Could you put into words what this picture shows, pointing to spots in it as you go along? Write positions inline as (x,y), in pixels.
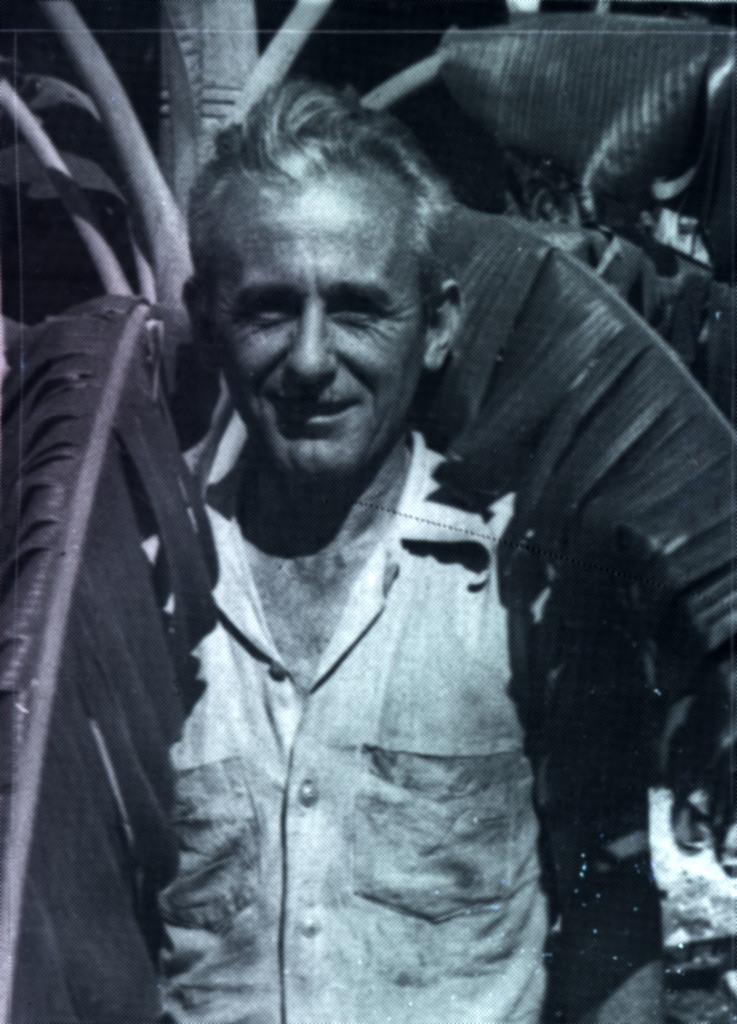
This looks like an edited image. I can see the man (366,917) standing and smiling. I think this is a tree (163,281) with the leaves (151,388).
